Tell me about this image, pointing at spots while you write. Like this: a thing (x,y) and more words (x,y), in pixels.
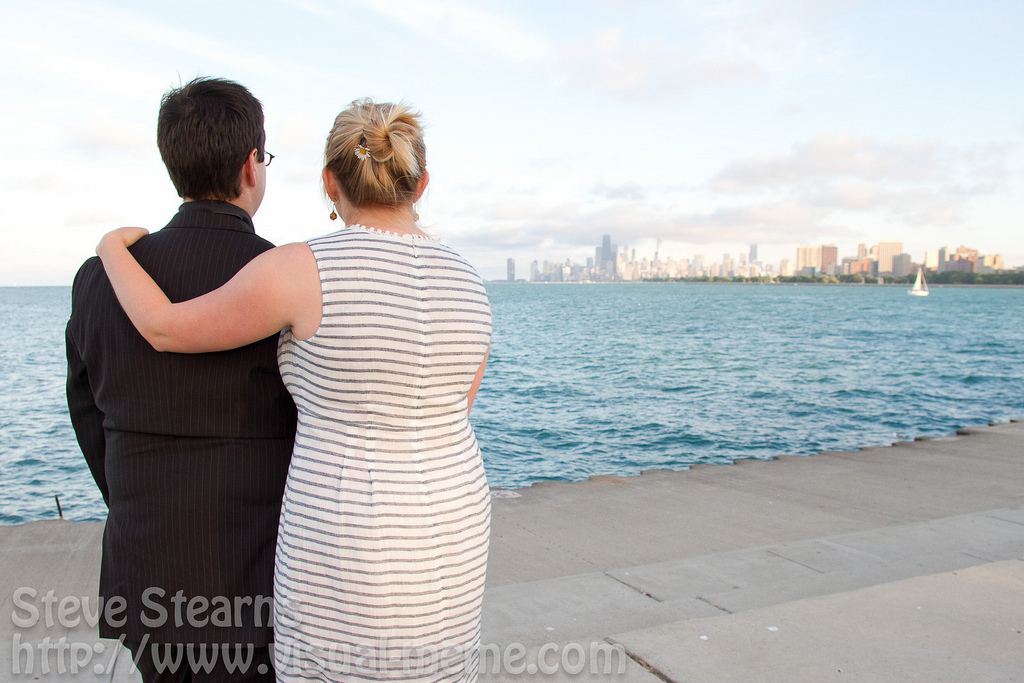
In this image, I can see a man (104,296) and a woman (146,298) and both of them are standing close to each other on a path (999,668). In the background (81,493) I can see the water (760,338), a boat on it and lots of building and the sky (675,30).
